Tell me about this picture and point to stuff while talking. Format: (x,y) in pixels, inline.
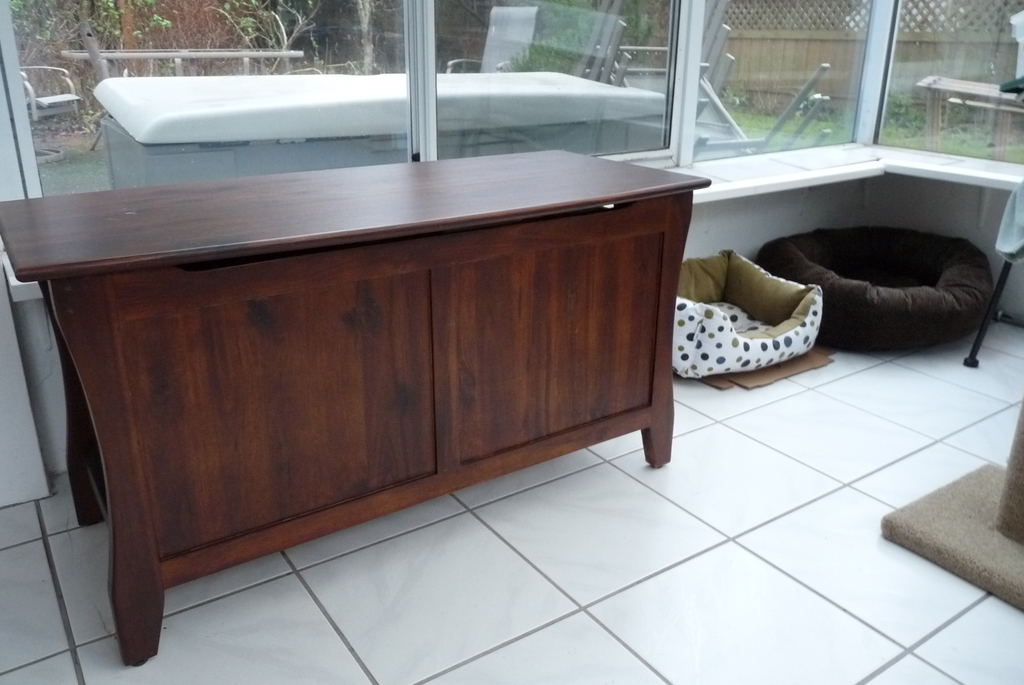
This is the picture taken in a room (815,479), the floor (688,541) is covered with white tiles (732,562) on the floor (752,559) there are two dog beds (771,297) and a wooden table (542,382) and a mat (915,514). Behind the table (487,255) there are glass windows (459,137) through which we can see the outside view (914,100), fencing (780,42), trees (79,41) and a table (940,84).
